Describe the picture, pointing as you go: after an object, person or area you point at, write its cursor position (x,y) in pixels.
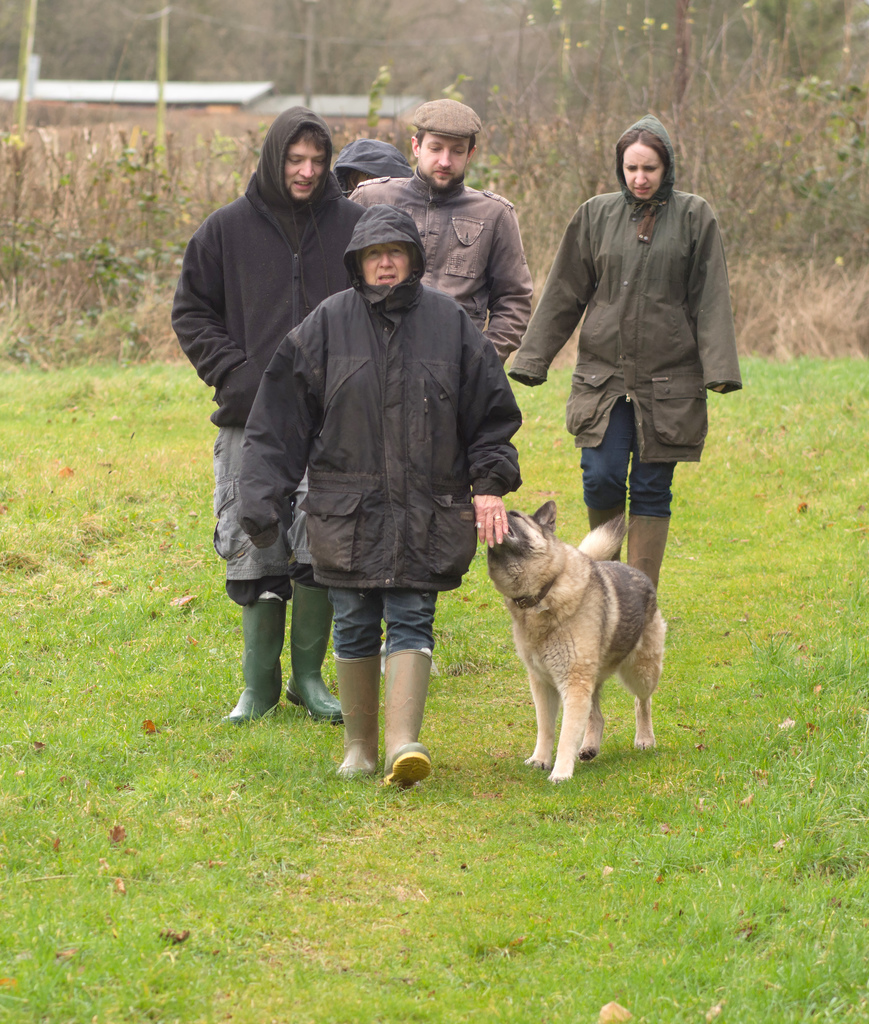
In this image we can see some persons (501,532) and dog (568,642). In the background of the image (403,118) there are plants (808,111), poles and other objects (366,111). At the bottom of the image (492,953) there is the grass (576,985).
